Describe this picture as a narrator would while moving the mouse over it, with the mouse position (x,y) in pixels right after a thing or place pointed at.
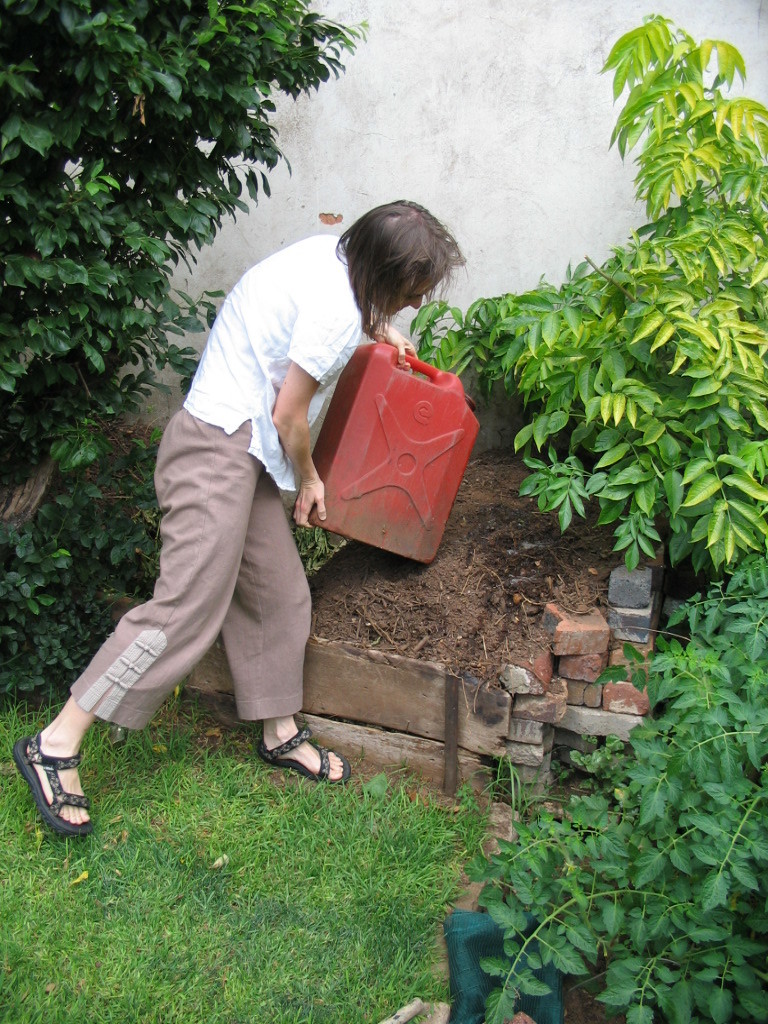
In this picture I can see there is a person (206,617) standing wearing a white shirt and a pant (155,675) and holding a red color object (420,521) and there is soil (517,617), grass (305,896) on the floor (322,990) and plants (695,668) and trees (147,65) and there is a wall (311,100) in the backdrop (527,191).
